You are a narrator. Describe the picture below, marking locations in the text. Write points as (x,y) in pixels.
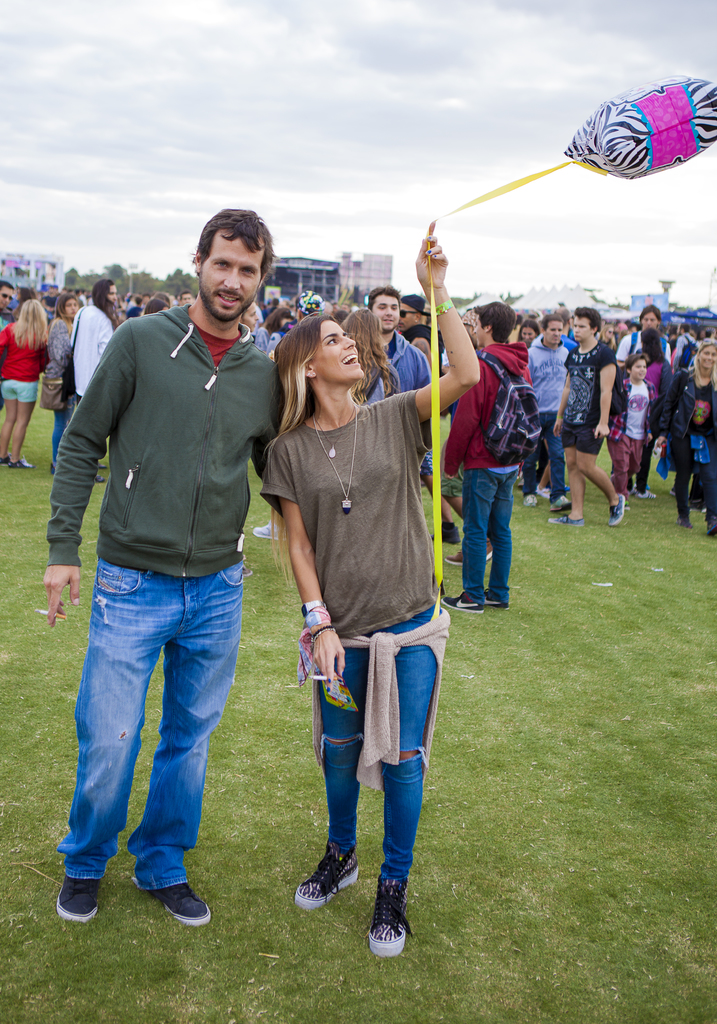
In this image we can see a few people (456,509) standing on the ground (468,621), among them some people (413,434) are holding the objects (429,278), in the background (18,271) we can see some buildings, trees (119,268) and the sky (402,117) with clouds (418,94).
